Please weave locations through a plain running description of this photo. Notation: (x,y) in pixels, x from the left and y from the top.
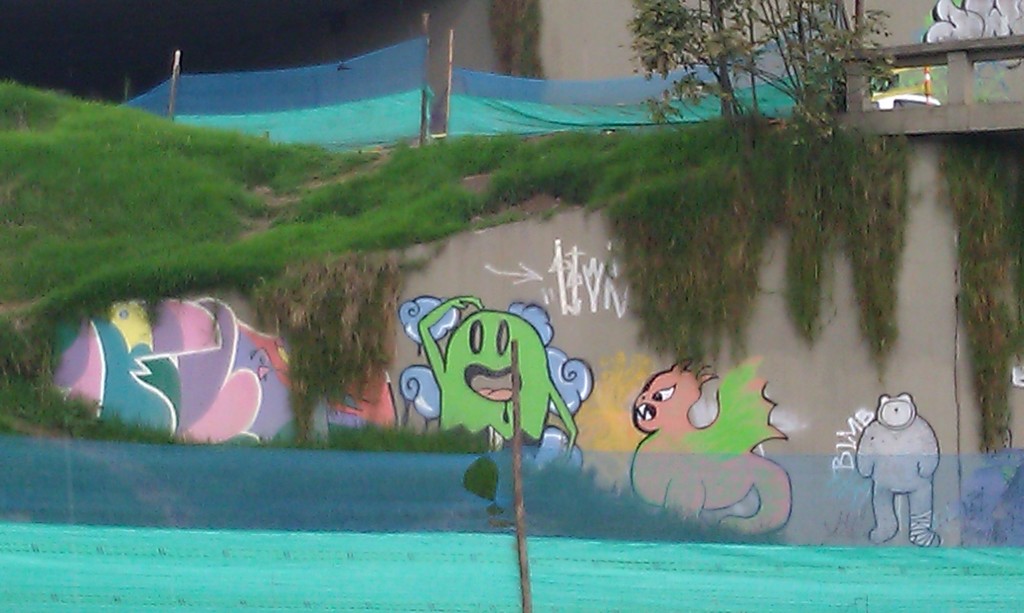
In this image we can see the painting (554,370) on the wall (871,397). We can also see a wooden stick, grass (3,207) and some fence (357,117) with the cloth (493,99). We can also see the tree (733,56).
